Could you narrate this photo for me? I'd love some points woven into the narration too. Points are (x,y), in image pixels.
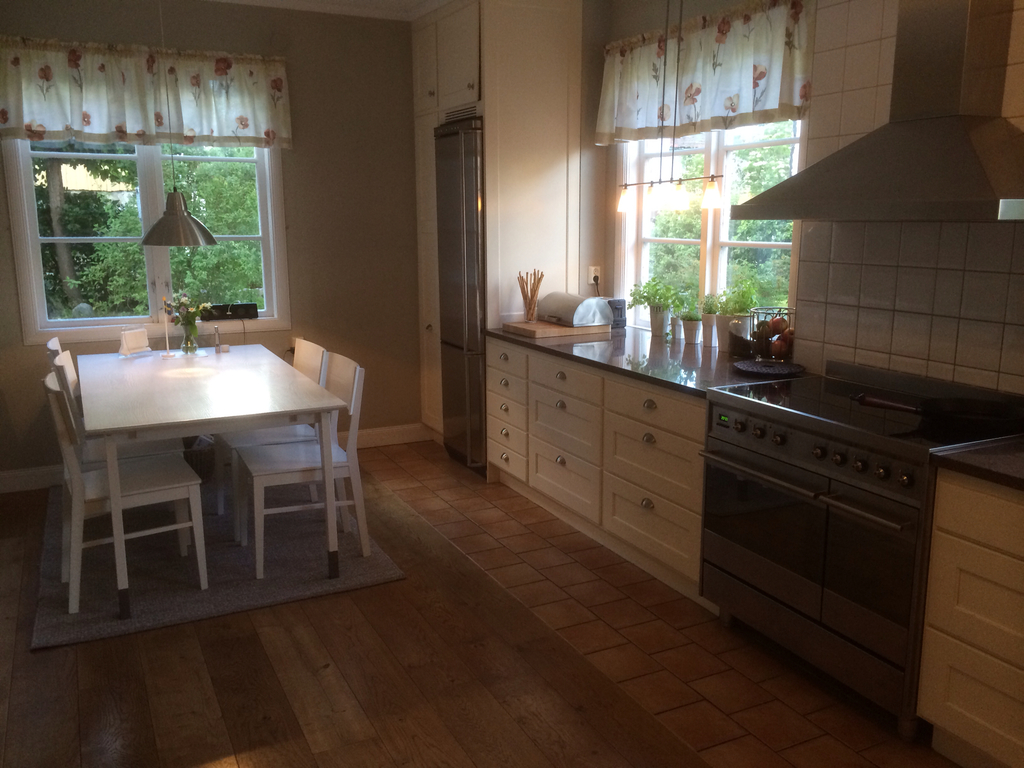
In a room (426,541) there is a dining table (160,364) with a flower vase (205,306) on it and above that there is a hanging light (198,222) and window (286,288) beside that a refrigerator (474,455) at back. Beside that there is a counter (531,369) with fruits basket (762,337) and spoons jar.
